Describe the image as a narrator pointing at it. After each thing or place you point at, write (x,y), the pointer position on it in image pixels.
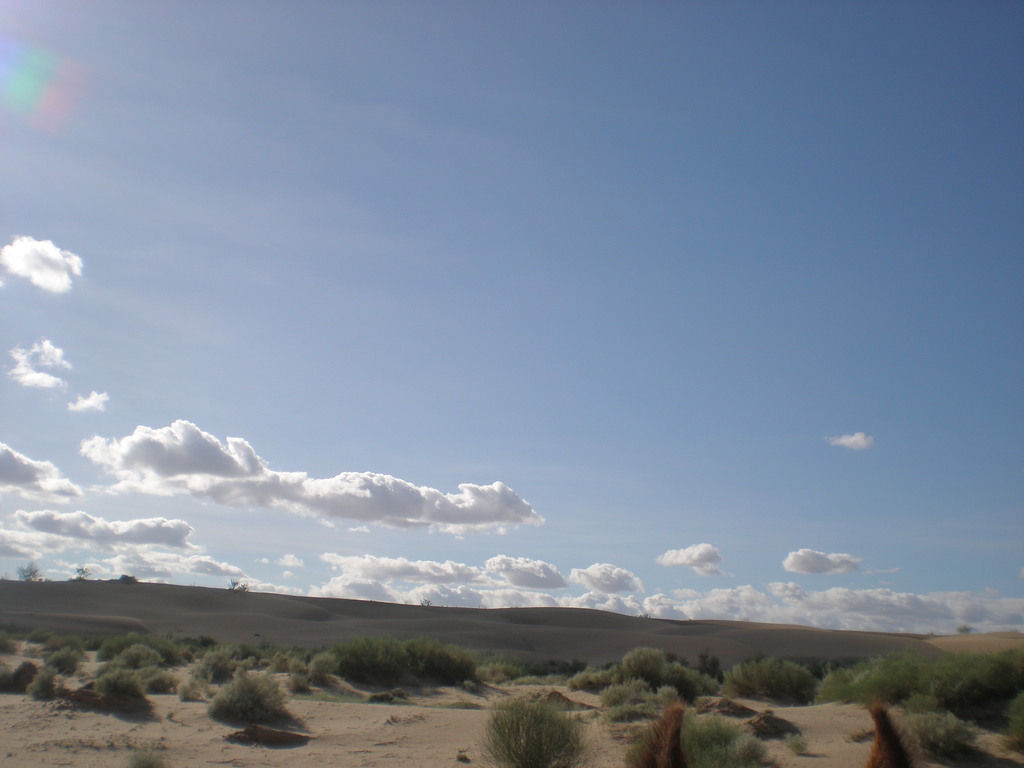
In this image I can see few plants (640,741) in green color. In the background (397,544) the sky (429,352) is in blue and white color.
